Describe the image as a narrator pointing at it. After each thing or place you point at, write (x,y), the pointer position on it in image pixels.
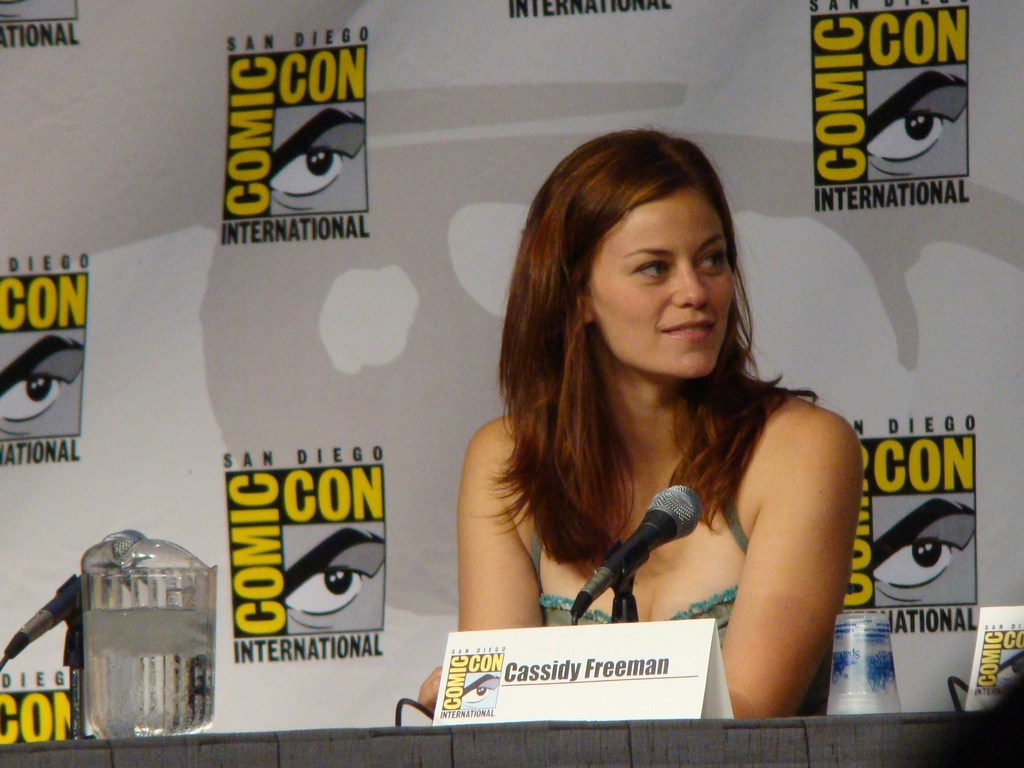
In this image I can see a woman (834,579) and I can see she is wearing green colour dress (599,614). I can also see few mics (622,605), a glass (871,639) and few other stuffs (445,702) over here. I can also see something is written on this paper (607,673). In the background (317,496) I can see comic con is written at few places. I can also see smile on her face (701,360).
